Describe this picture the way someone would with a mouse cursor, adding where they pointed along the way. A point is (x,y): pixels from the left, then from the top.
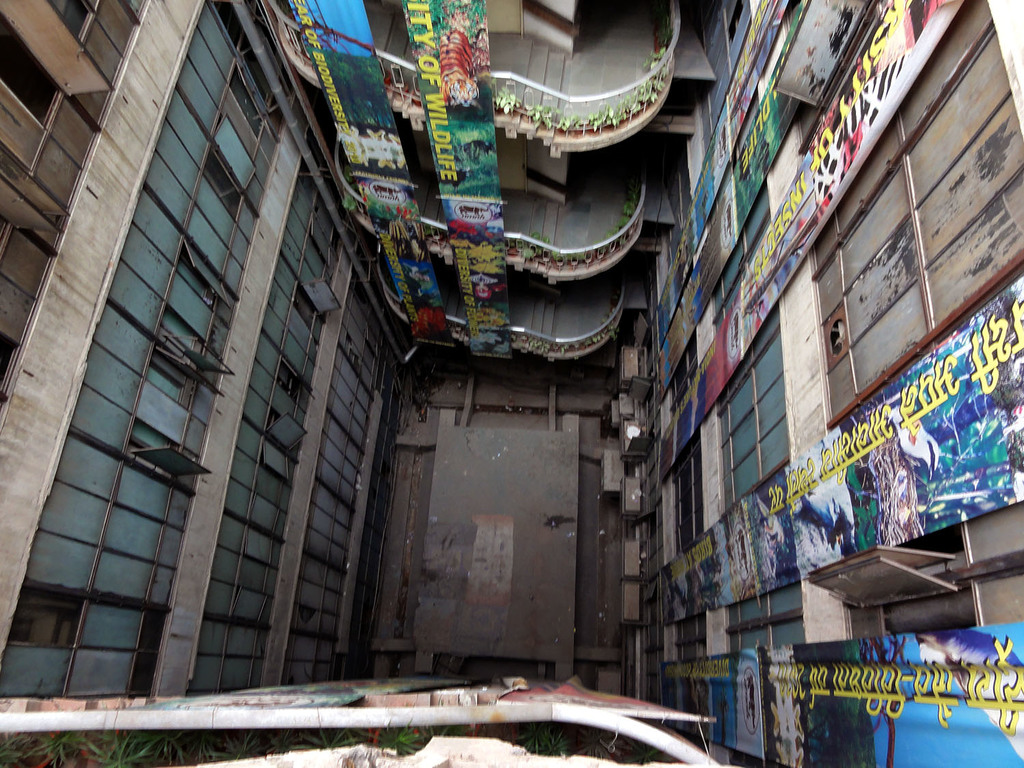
In this picture we can see a building (570,463), where we can see banners (497,331), staircases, windows (278,404) and some objects (502,484).
